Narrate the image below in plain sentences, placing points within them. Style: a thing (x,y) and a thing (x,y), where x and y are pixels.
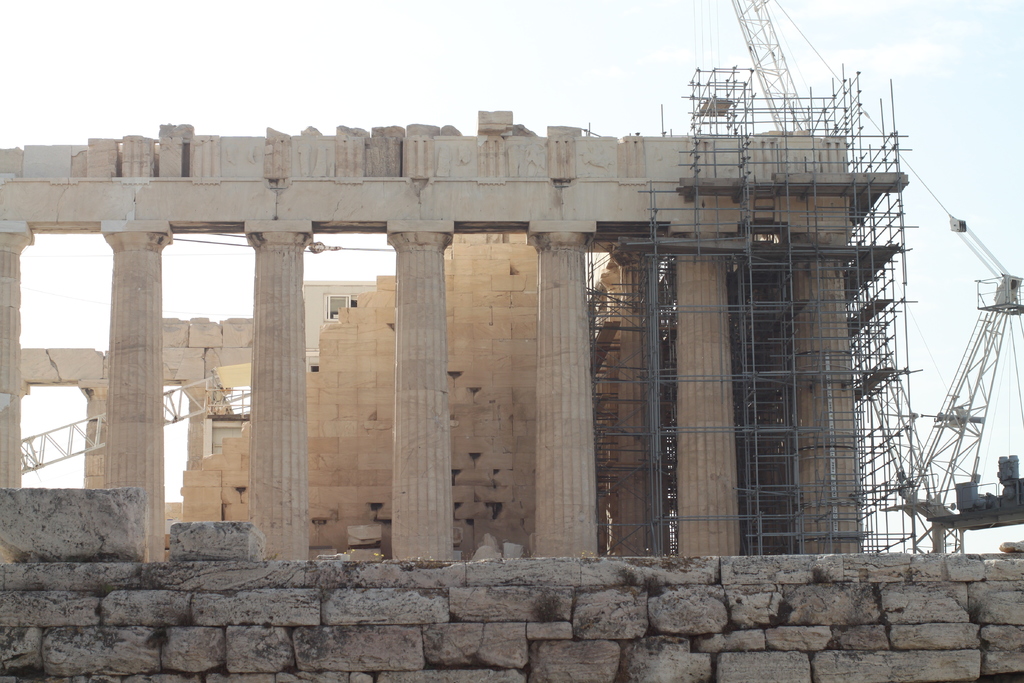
In this image there are some pillars (584,378) are present in the middle (680,377), and there are some iron poles (757,371) are present on the right side of this image (766,330), and there is a crane (941,432) on the right side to these poles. There is a sky (401,109) in the background (414,85).
